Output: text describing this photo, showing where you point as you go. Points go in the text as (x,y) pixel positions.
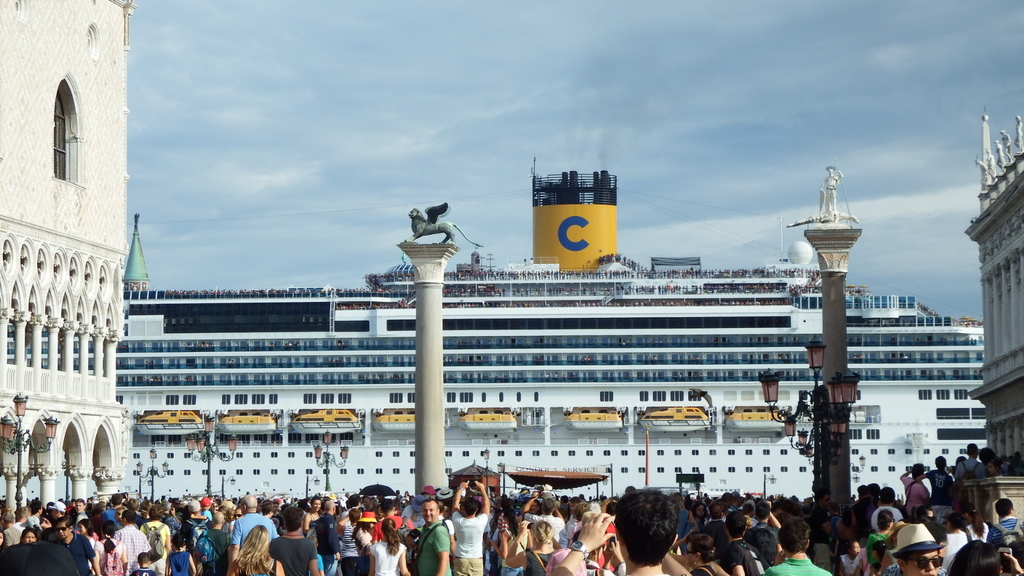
In this image, we can see a few buildings (990,305) and people (817,561). There are some pillars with statues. We can see some poles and lights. We can see the sky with clouds (974,302). We can see a tent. We can see some yellow and white colored objects (141,426).
